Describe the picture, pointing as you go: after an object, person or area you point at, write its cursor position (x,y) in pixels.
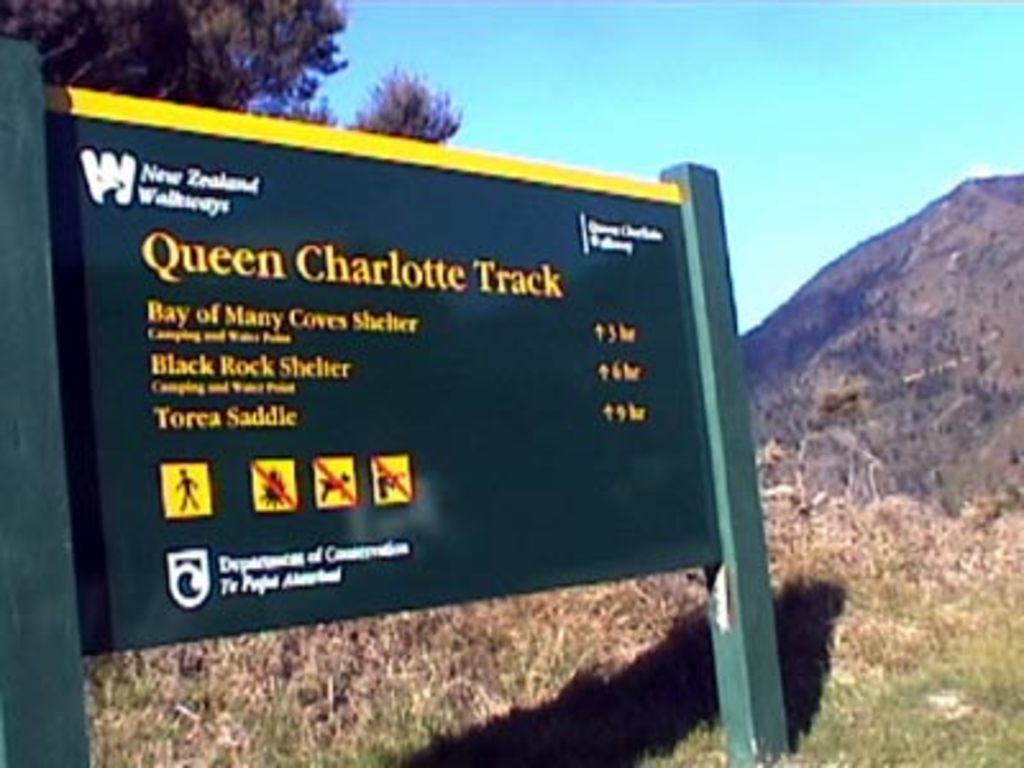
In this image we can see an information board (369,432), grass (369,629), hills (909,264), trees (295,25) and sky (599,72).
